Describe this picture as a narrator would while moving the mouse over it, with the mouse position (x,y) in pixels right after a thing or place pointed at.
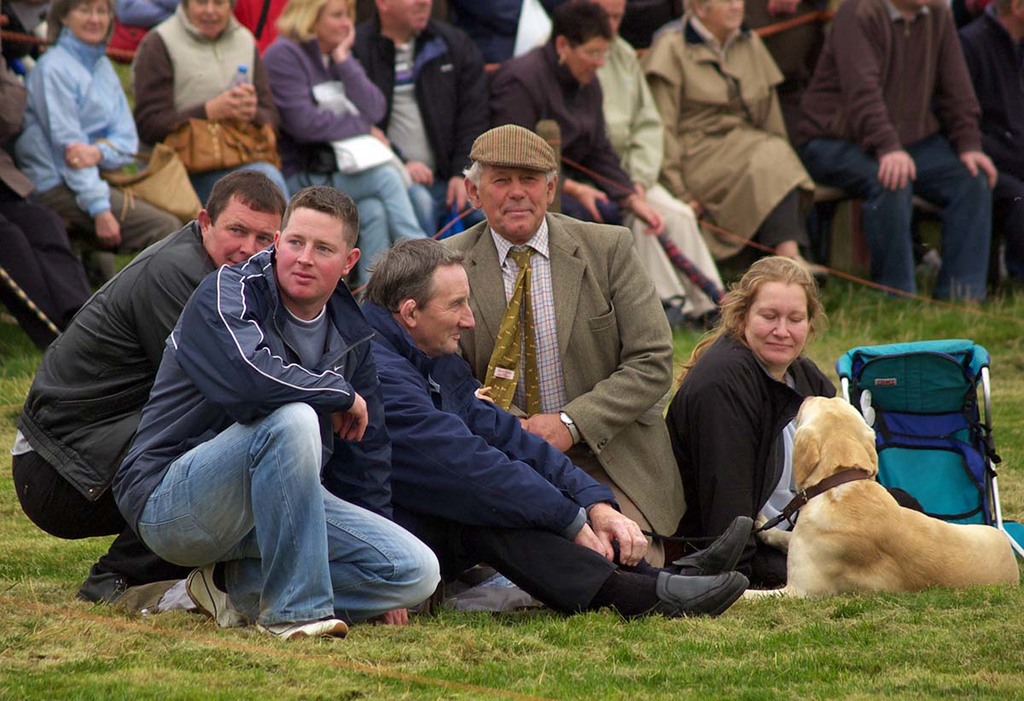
There are few people (623,369) sitting in front of a dog (897,513) and the ground (738,633) is greenery (749,654) and there are few people (681,87) sitting on bench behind them.
